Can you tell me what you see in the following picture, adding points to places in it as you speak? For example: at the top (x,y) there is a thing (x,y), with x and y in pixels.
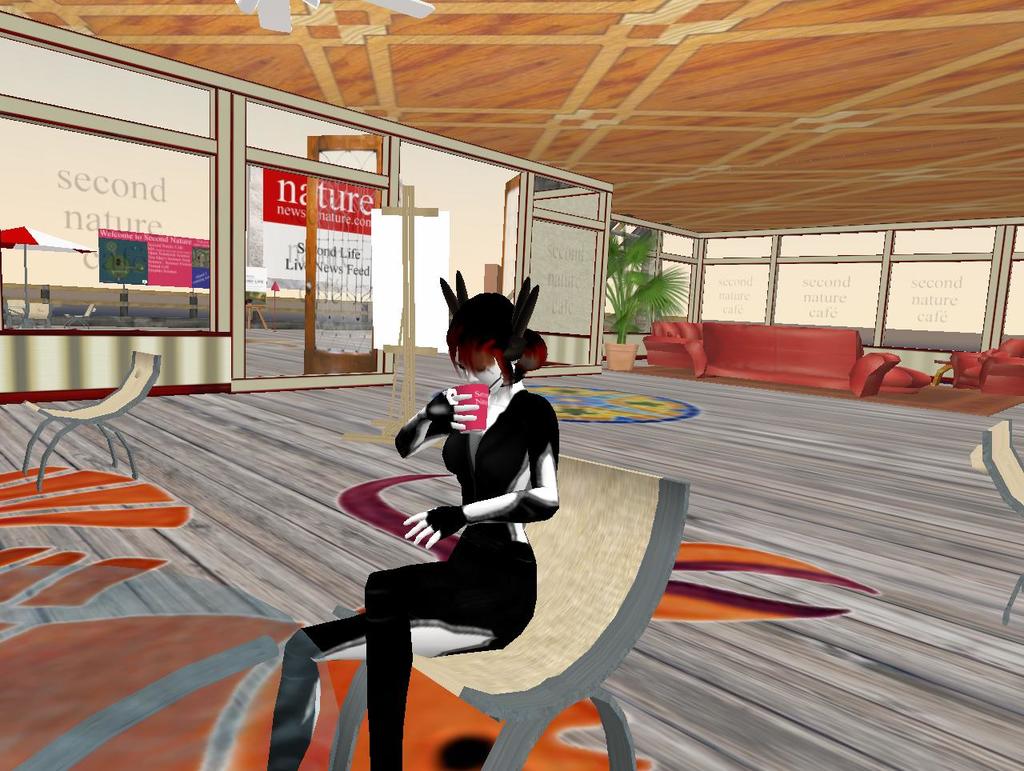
In this image we can see an animation. In the animation there are the pictures of person (529,419) sitting on the chair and holding beverage glass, parasols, houseplant (658,298), sofa set (807,356), floor (837,485) and carpet (627,397).
